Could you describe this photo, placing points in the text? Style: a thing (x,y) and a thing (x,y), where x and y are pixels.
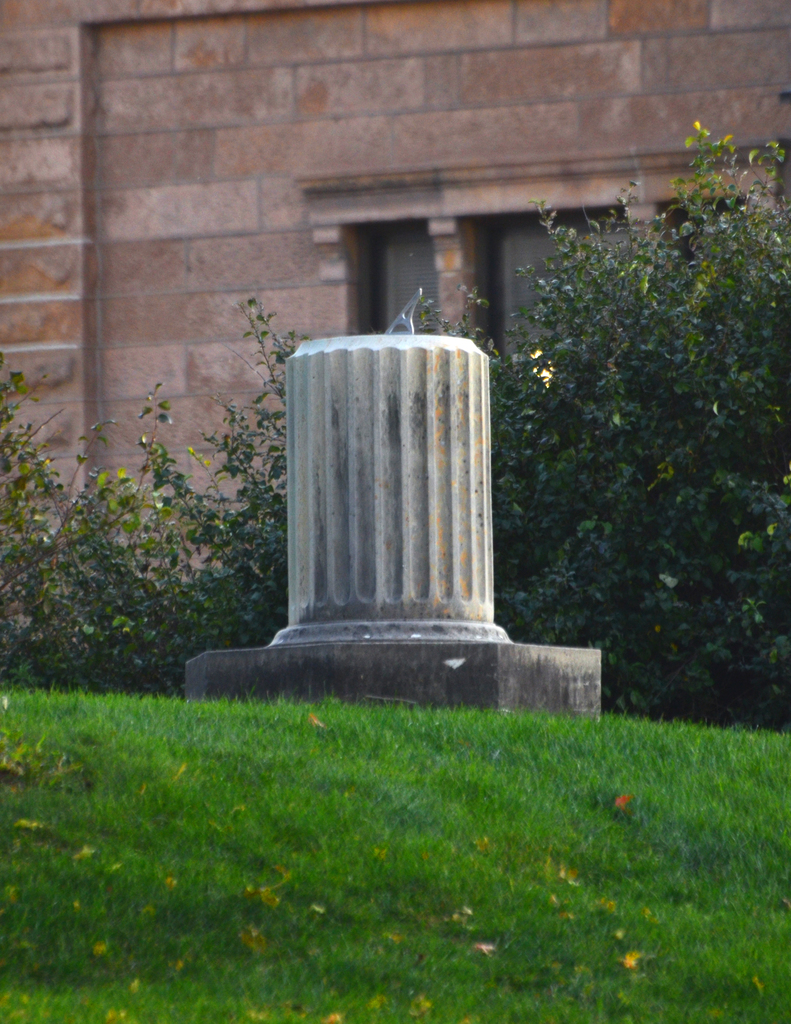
In the center of the image (428,482) we can see a statue (431,555). In the background (268,586), we can see plants (505,465) and a building (99,117) with windows (410,263).
